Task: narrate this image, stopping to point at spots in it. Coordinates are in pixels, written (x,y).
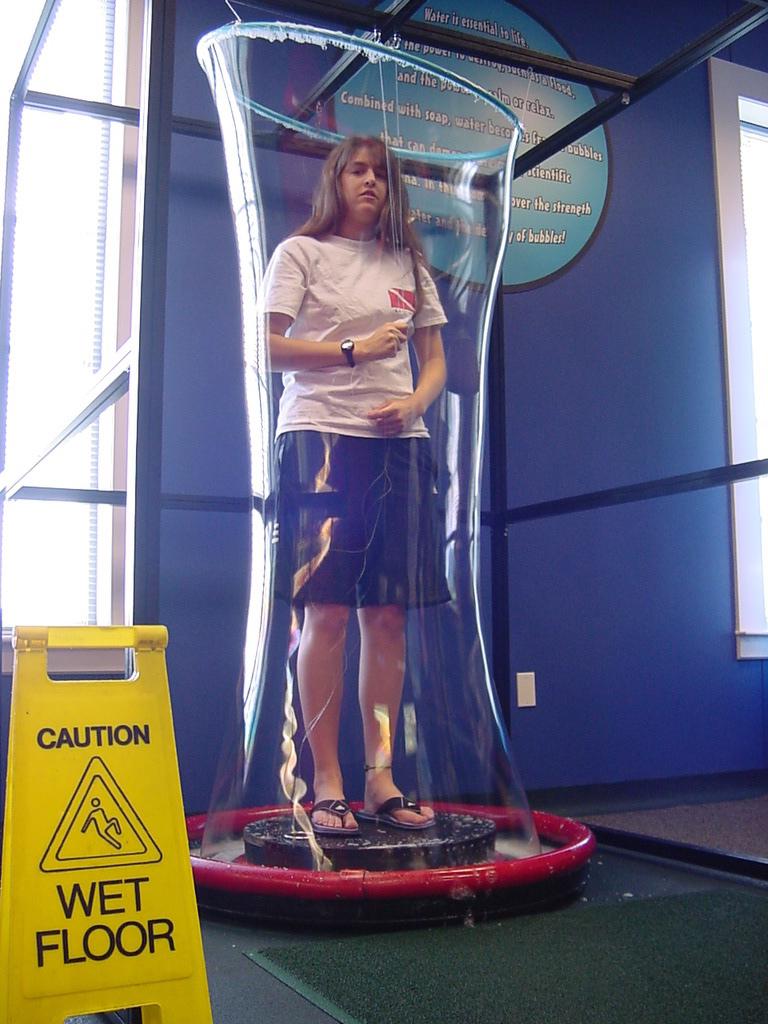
In this image there is one woman (355,442) standing and she is in a soap bubble (333,483), and on the left side (65,829) there is one board (126,827). On the board (95,846) there is text (114,726), and in the background (466,28) there is a wall (681,205) and windows (746,201) and some text (422,217) is there on the building (691,716). At the bottom (687,933) there is floor (219,969) and carpet (426,953).
